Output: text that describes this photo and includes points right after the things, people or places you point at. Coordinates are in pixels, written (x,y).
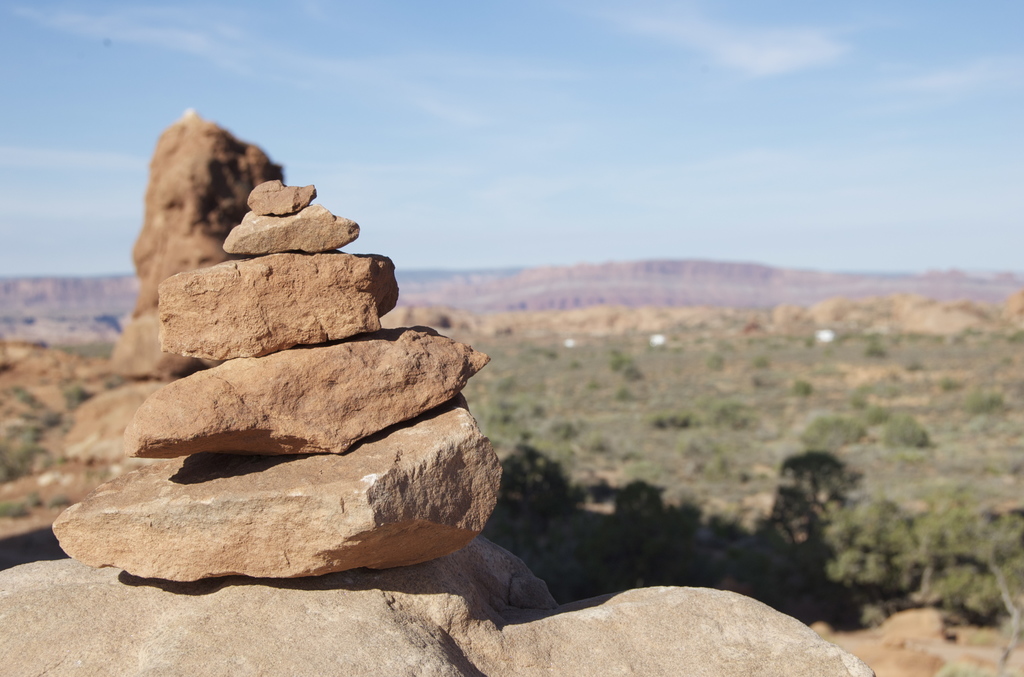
In this picture there is a mountain (669,303) and there are trees (863,580). In the foreground (323,366) there are stones (252,421) on the rock (212,655). At the top (588,108) there is sky (606,65) and there are clouds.
